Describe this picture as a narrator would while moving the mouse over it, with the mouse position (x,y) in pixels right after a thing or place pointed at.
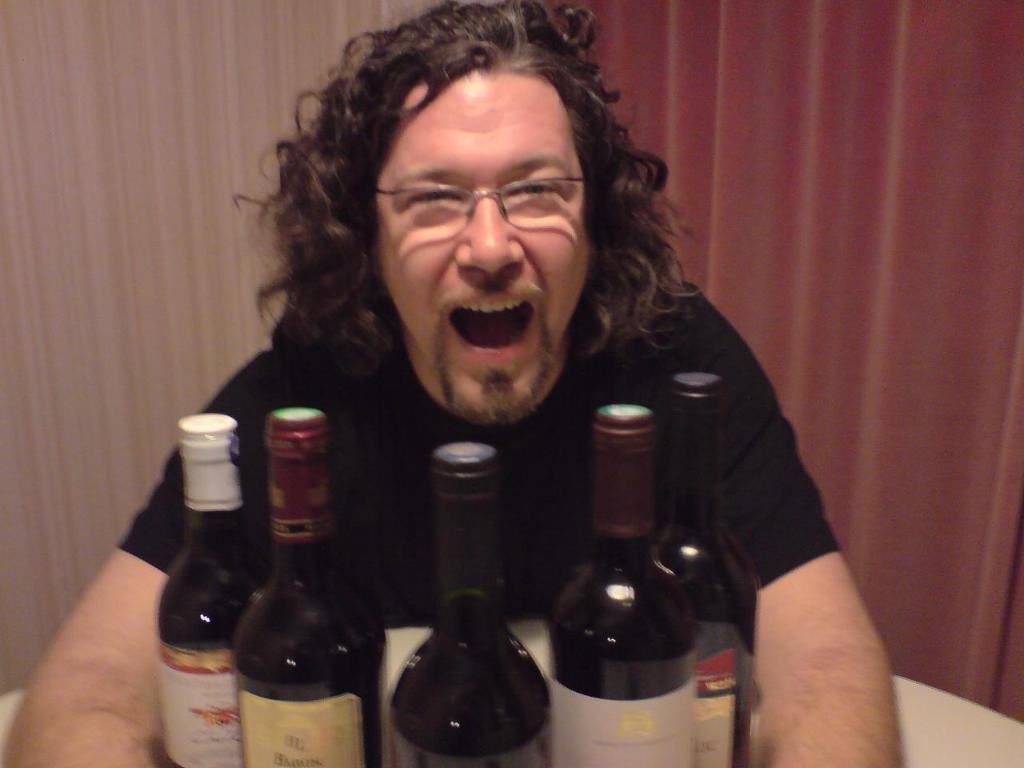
There is a man (241,470) and he is sitting in front of the table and there are five bottles (259,594) kept on the table (400,652), he is gathering all the bottles (477,518) together with an excitement, behind the man (653,199) there is a curtain (845,304).
